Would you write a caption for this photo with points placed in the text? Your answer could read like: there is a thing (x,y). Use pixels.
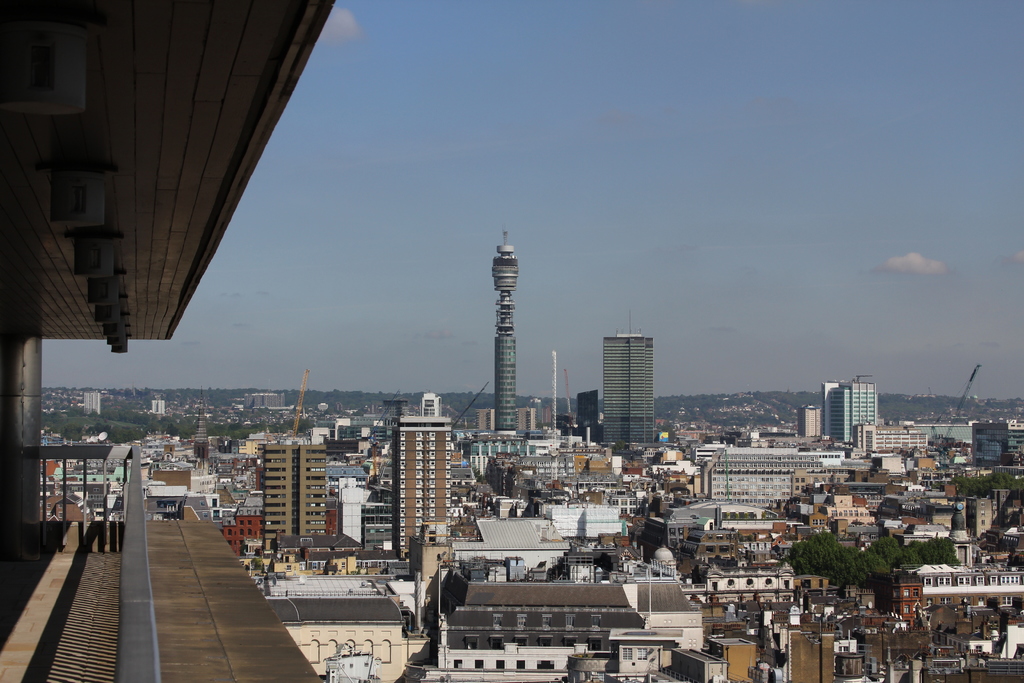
In the image we can see there are many buildings (311,410), towers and trees (954,405). Here we can see cranes (952,419) and the sky (561,261).
